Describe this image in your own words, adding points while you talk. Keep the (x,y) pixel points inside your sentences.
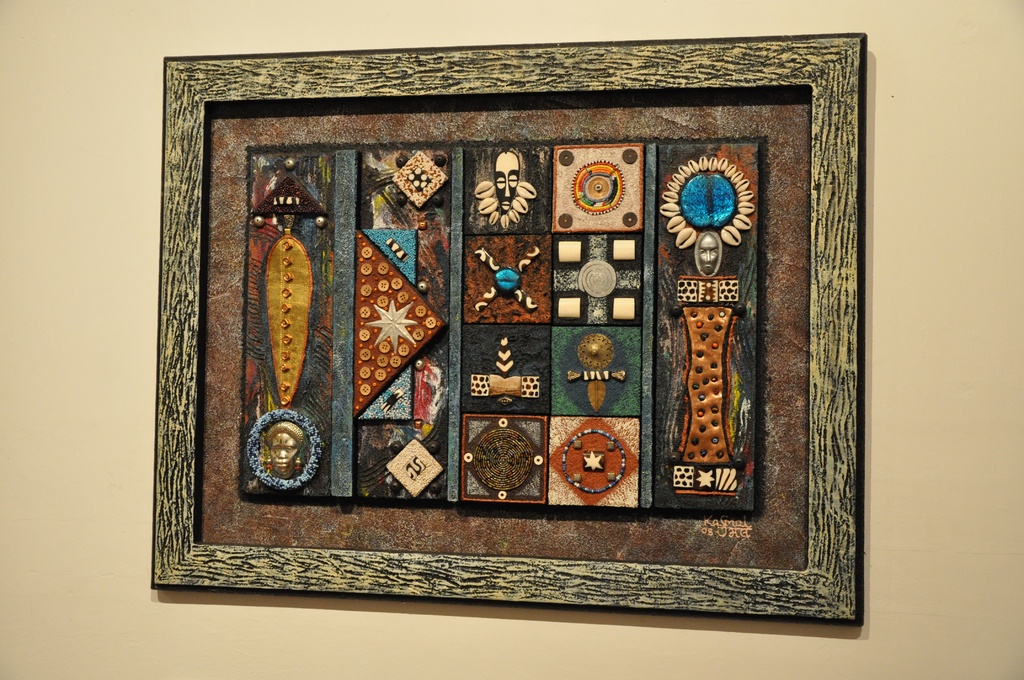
This image consists of a wall (93,251) on which there is a frame (670,50) made up of wood (300,568). The wall (65,539) is in cream color.
